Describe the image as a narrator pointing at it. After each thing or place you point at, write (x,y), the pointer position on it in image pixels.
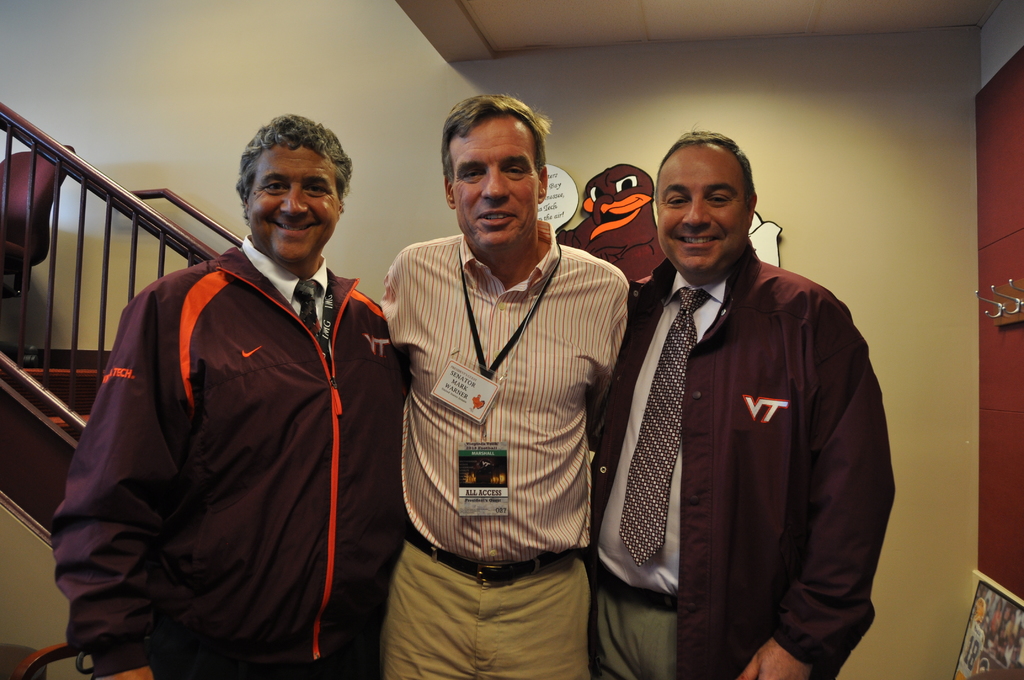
There are three persons (549,452) standing. Middle person (516,436) is wearing tags (473,466). In the back (517,94) there is a wall (618,119) with something pasted on that. Also there are steps (56,370) with railings (133,231). Near to that there is a chair (37,199).
